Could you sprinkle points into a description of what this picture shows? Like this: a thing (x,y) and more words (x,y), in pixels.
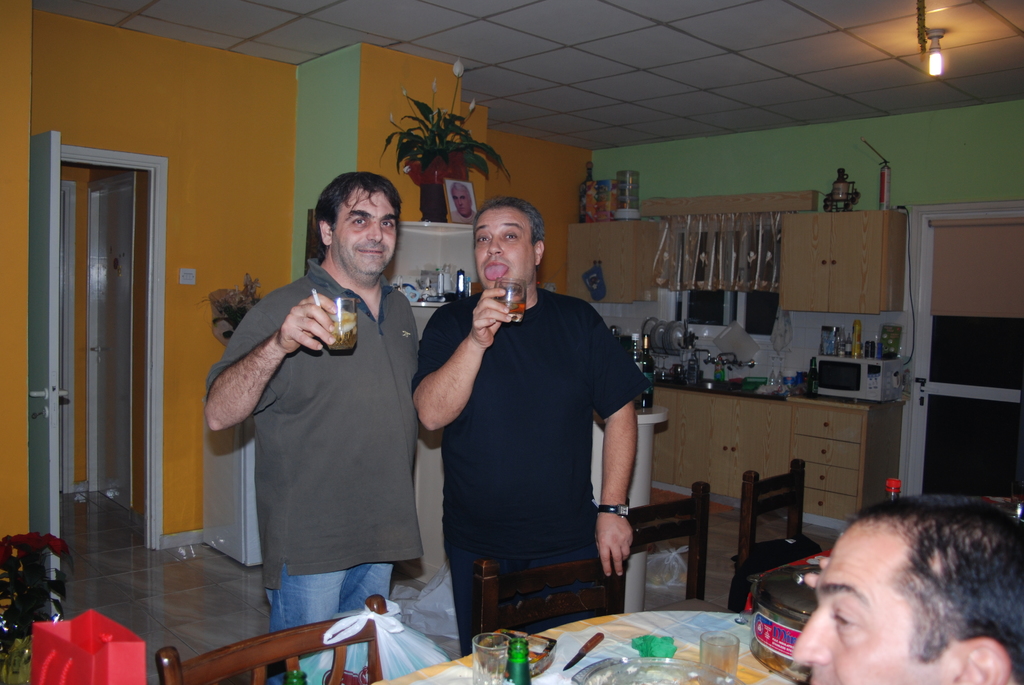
There are two persons (449,383) standing and holding a glass (510,283) in their hands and there is a table (625,651) in front of them which has some eatables (620,678) on it and there is other person (939,614) in the right corner (939,609).
